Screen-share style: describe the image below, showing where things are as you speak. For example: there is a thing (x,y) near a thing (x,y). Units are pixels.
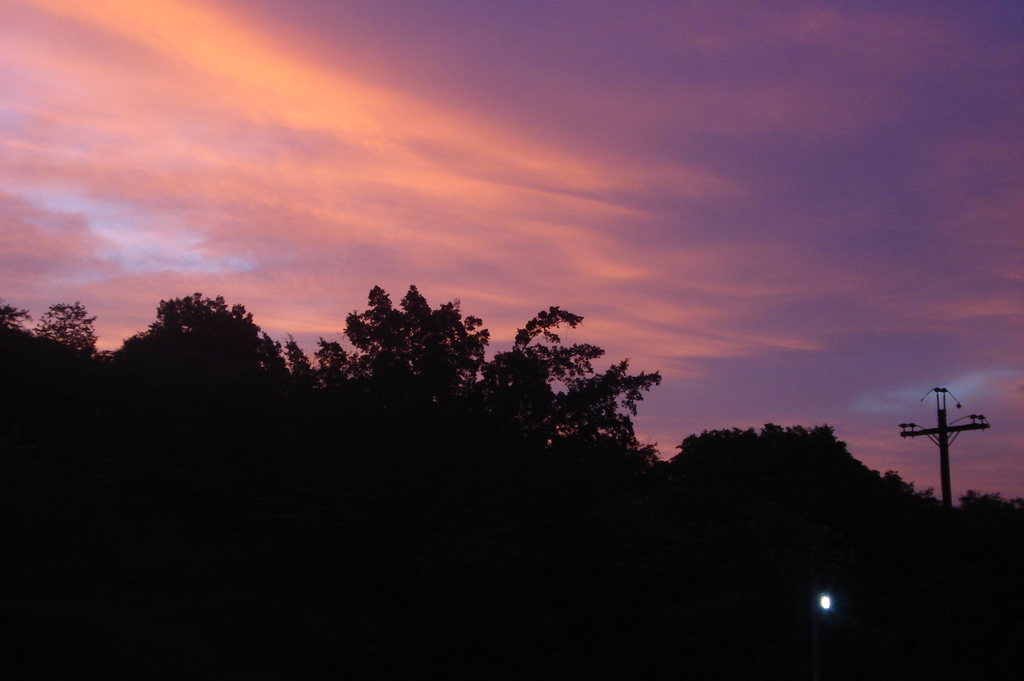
In this image I can see at the bottom (472,470) there are trees (533,497). On the right side (823,603) there is the light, at the top (532,143) it is the sky (507,162).
